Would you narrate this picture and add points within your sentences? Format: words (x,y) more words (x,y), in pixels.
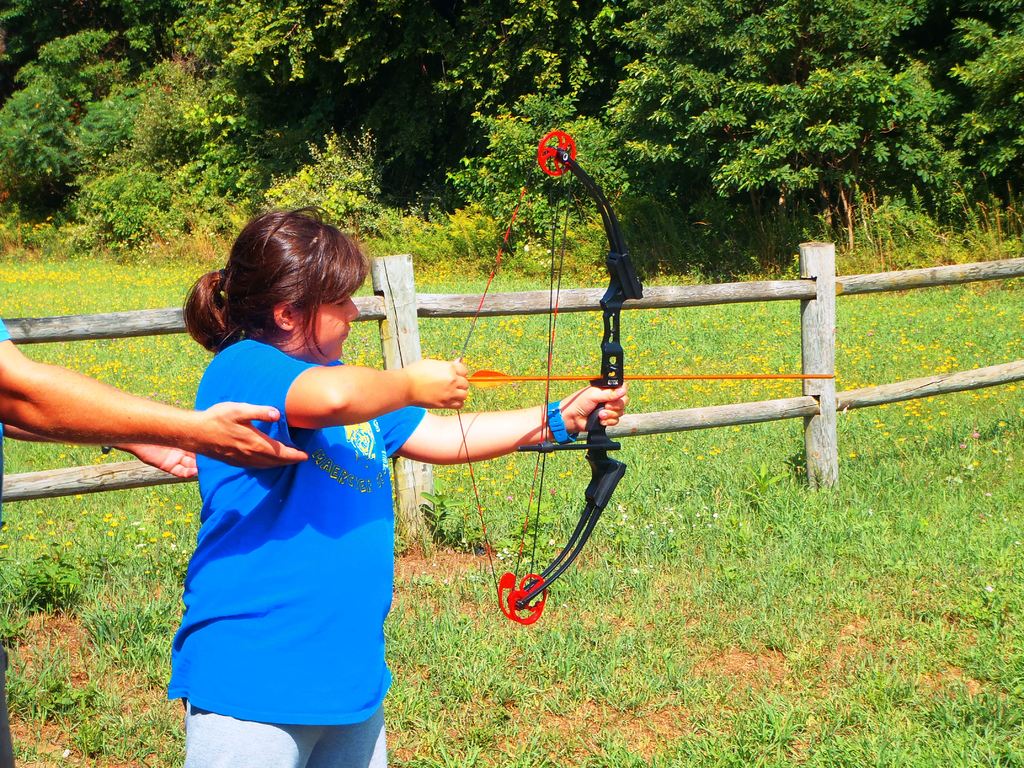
In the image there is a girl (337,431) holding an archery (542,435) bow and an arrow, behind her a person (54,401) is touching the girl (291,404), there is a wooden fencing (713,305) behind the girl (282,568) and around the fencing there is a lot of grass (669,590) and in the background (514,140) there are trees (678,157).
